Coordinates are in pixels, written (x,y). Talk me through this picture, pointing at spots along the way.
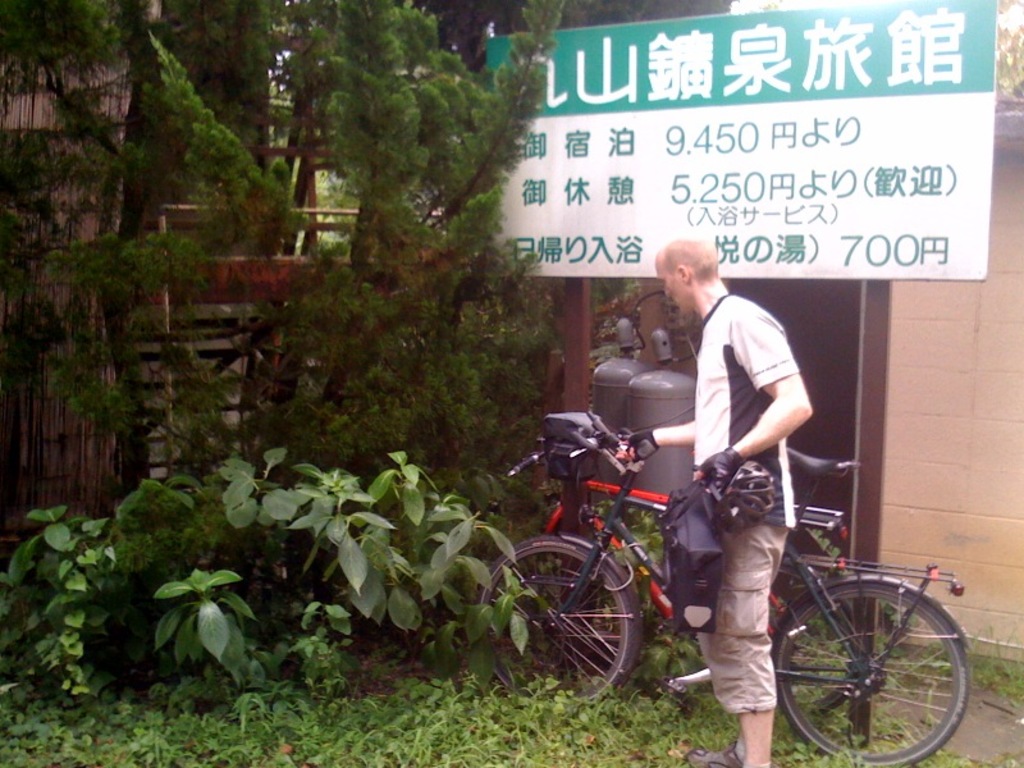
This is a hoarding (768,161). Here we can see one man (731,478) wearing gloves (726,472), standing near to the bicycle (578,643). These are plants (229,661) and trees (373,176).
